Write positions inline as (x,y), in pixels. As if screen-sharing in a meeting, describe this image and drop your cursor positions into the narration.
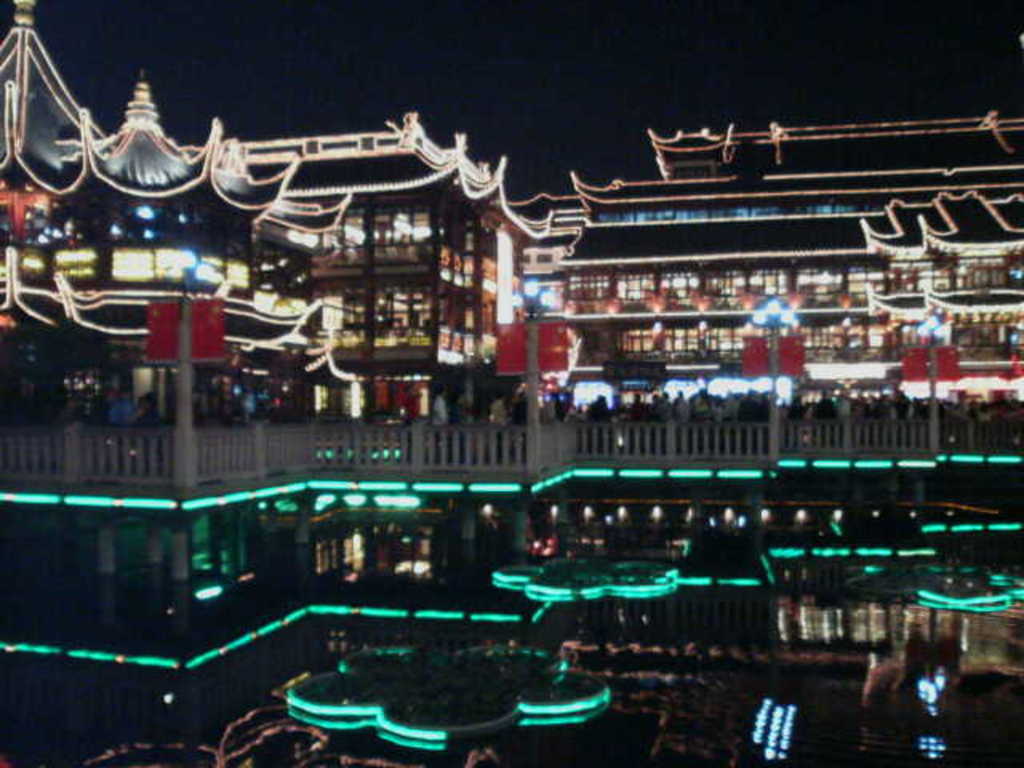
At the bottom (490,597) this is water (472,605), it looks like buildings (627,301), decorated with lights (174,271). At the top (534,96) it is the sky (313,129) in the night.
